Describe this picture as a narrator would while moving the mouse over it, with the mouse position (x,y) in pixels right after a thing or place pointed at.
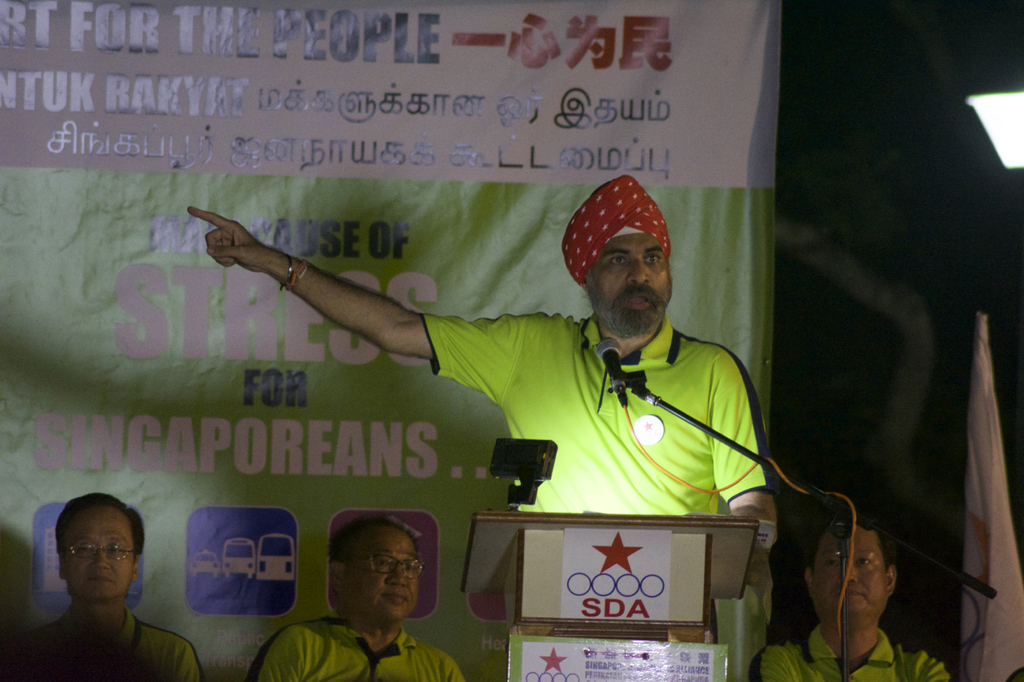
This picture is clicked outside. On the right (752,488) there is a man (640,341) wearing a t-shirt (684,439) and standing behind the podium (562,560) and seems to be talking and we can see a microphone (615,383) is attached to the metal stand (842,513). In the background (770,189) there is a banner (692,100) on which we can see the text (656,40) is printed and we can see the group of persons (380,622) seems to be sitting and we can see the pictures (261,552) of some vehicles (231,545) on the banner (265,476).
